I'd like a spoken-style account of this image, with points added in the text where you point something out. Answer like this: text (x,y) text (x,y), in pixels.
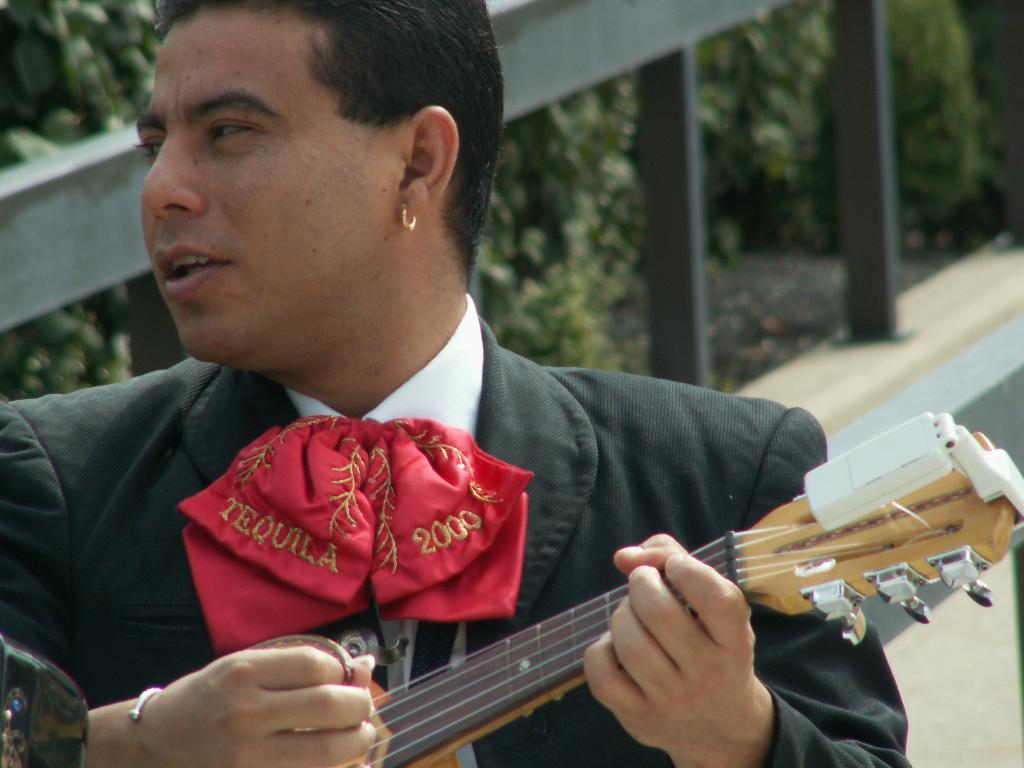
In this image there is a person (578,478) wearing black color suit (617,468) and red color tie (381,578) playing guitar (837,581).
